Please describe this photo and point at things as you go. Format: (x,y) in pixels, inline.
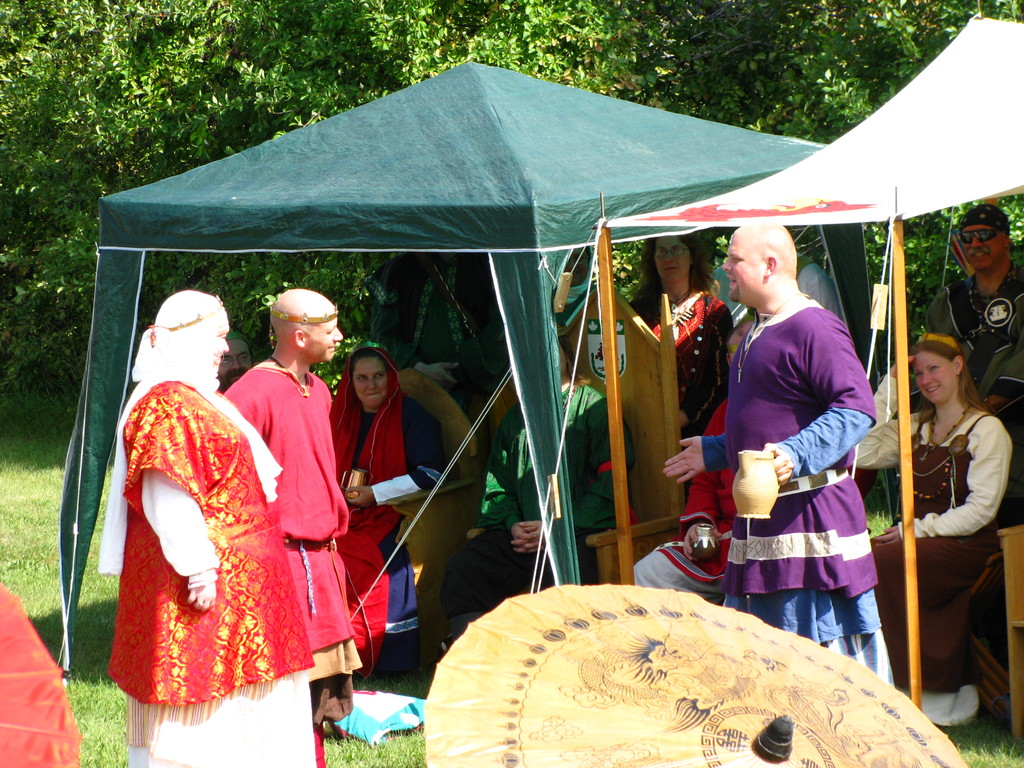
In this image we can see many people (750,412) standing. Few are sitting on chairs (647,434). They are wearing costumes (277,455). One person (781,461) is holding a jug (754,488). There are tents (855,272). On the ground (374,747) there is grass (407,749). At the bottom (702,709) there is an umbrella (702,709). In the background (757,41) there are trees (532,69).
